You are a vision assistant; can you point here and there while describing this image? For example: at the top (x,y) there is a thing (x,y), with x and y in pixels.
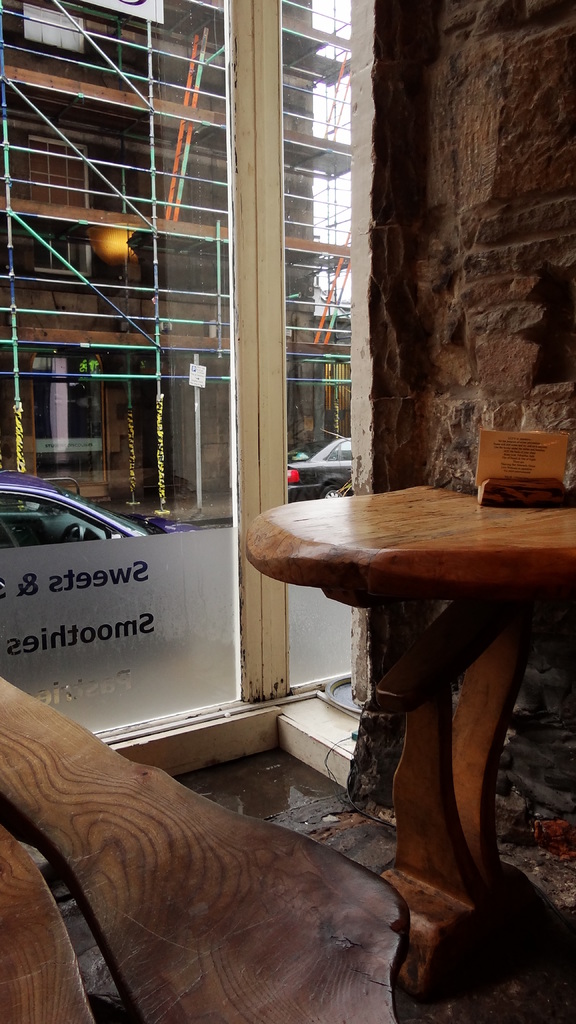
In this image we can see a paper (537,450) on a table (488,789) and a chair (184,858) placed on the ground (64,888). In the background (460,440), we can see a wall (433,456) and group of cars (289,478) parked on the road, a building (140,274) with windows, poles (97,45) and some text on the window (288,607).
